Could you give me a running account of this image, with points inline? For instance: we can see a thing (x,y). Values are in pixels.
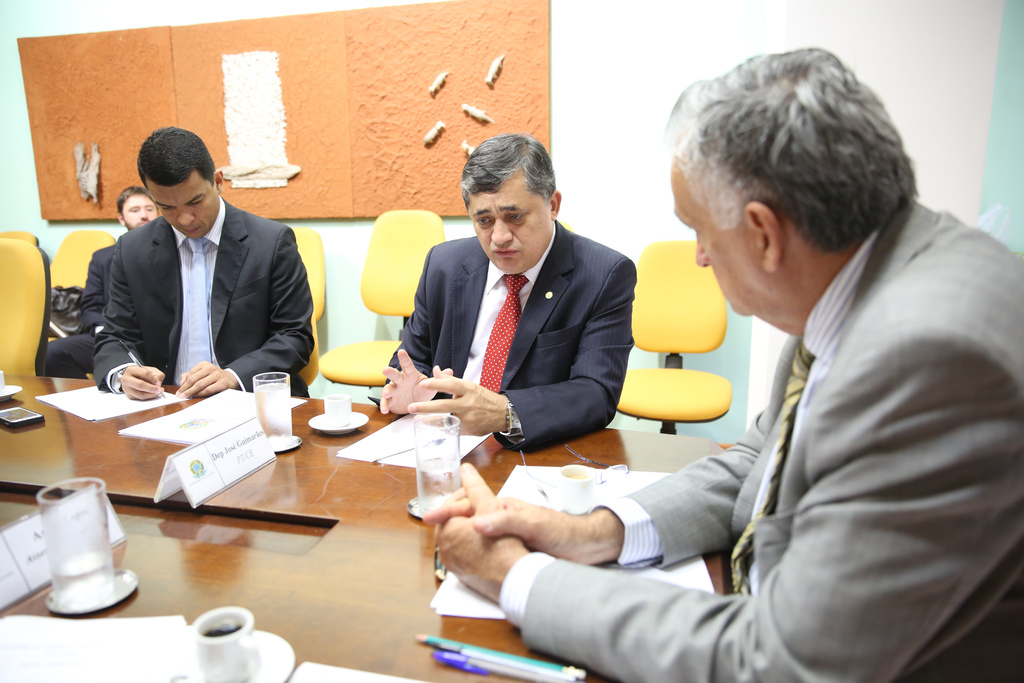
In the picture I can see three persons (889,503) sitting in chairs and there is a table (554,455) in front of them which has few papers (444,589), cup of coffees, glasses of water (445,494) and some other objects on it and there is another person (98,267) sitting in the background (126,206) and there are some other objects (212,80) behind him.
